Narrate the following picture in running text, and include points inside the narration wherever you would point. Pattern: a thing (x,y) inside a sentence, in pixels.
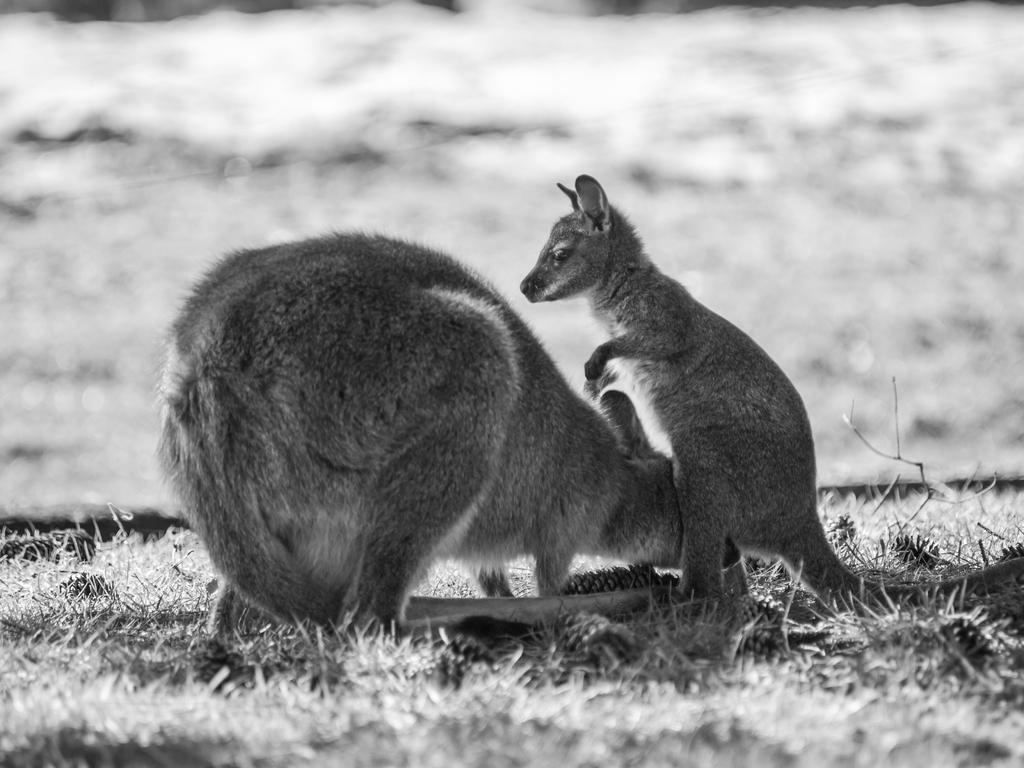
It is the black and white image in which we can see that there are two kangaroos (558,383) one beside the other. On the ground (446,692) there is grass (326,705).
